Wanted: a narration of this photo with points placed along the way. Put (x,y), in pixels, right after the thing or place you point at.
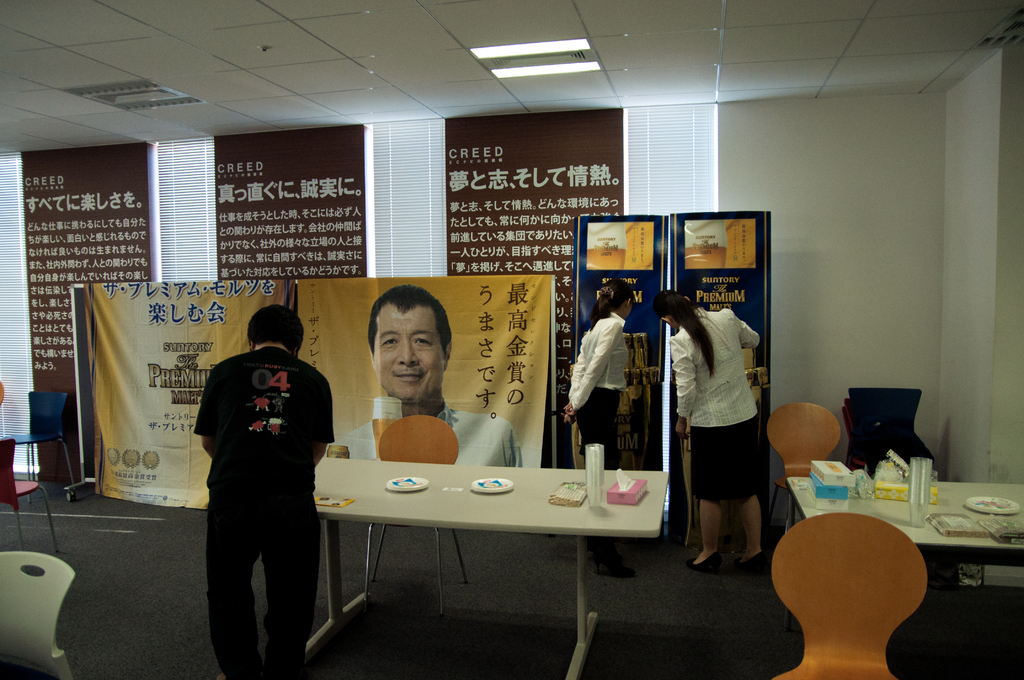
This picture shows two women (610,408) and a man (279,545) standing and we see few plates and glasses (591,485) on the table (346,483) and we see a banner (216,337) on the back (518,413) and we see few chairs (28,453) to sit.
